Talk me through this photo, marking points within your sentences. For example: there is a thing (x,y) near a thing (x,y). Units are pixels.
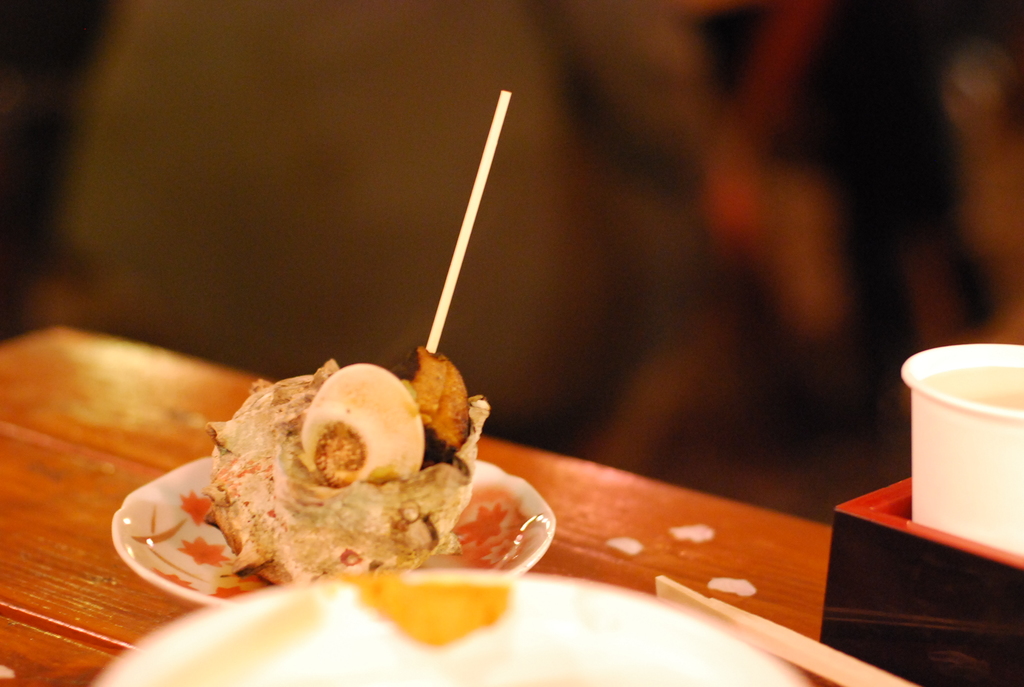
In this image there is a seafood dish (305,426) with a stick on the plate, cup (967,530) and a plate (520,571) on the table (116,640), and there is blur background (45,133).
